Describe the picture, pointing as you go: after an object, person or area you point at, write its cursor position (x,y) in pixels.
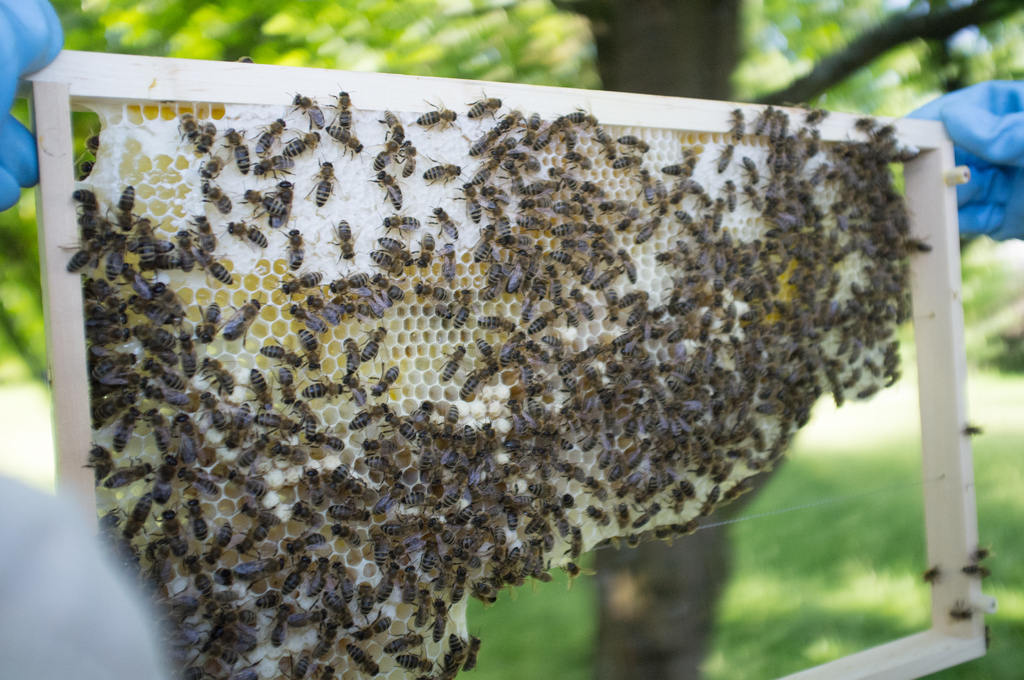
In this image, we can see a person (13,154) wearing gloves (10,166) and holding a honeycomb (366,368) and we can see bees (509,358) on it. In the background (486,40), there are trees (696,615).
